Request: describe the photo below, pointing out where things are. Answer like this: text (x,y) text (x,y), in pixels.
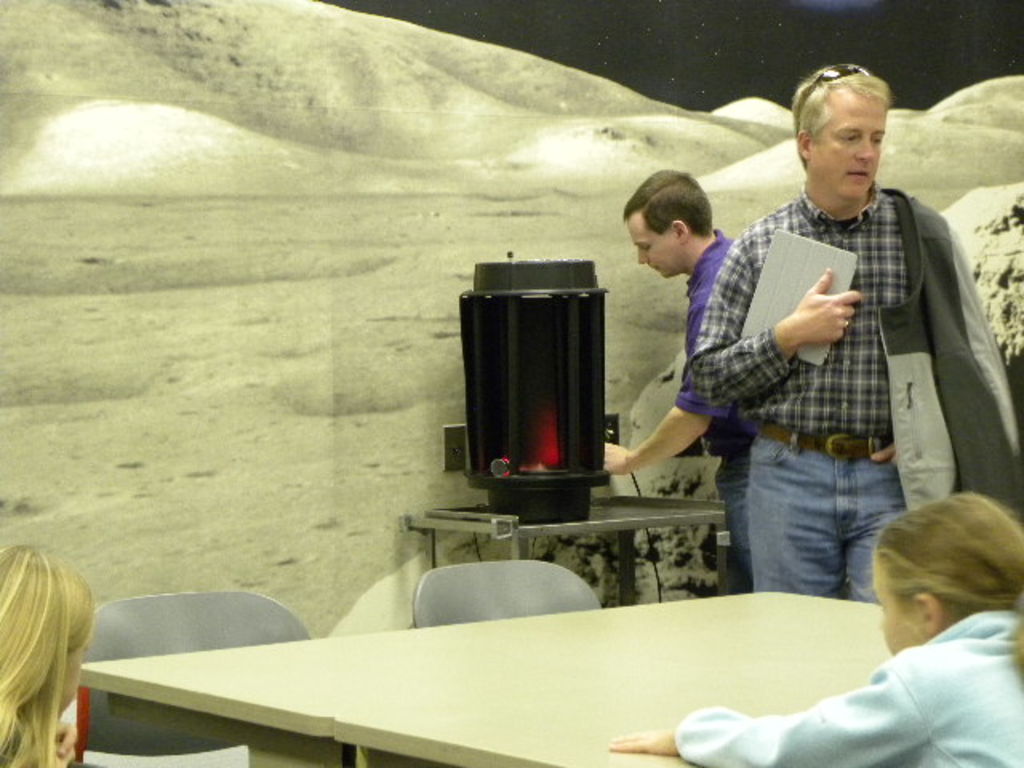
This image is clicked in a room (737,362). In the front (640,679), there is a table (545,697). To the right (941,657), there is a girl (864,699) sitting and a man (822,442) standing. There is a device (522,422). In the background (289,203), there is a wallpaper (551,131) on the wall (324,267). There are two chairs (204,620) in this image.
